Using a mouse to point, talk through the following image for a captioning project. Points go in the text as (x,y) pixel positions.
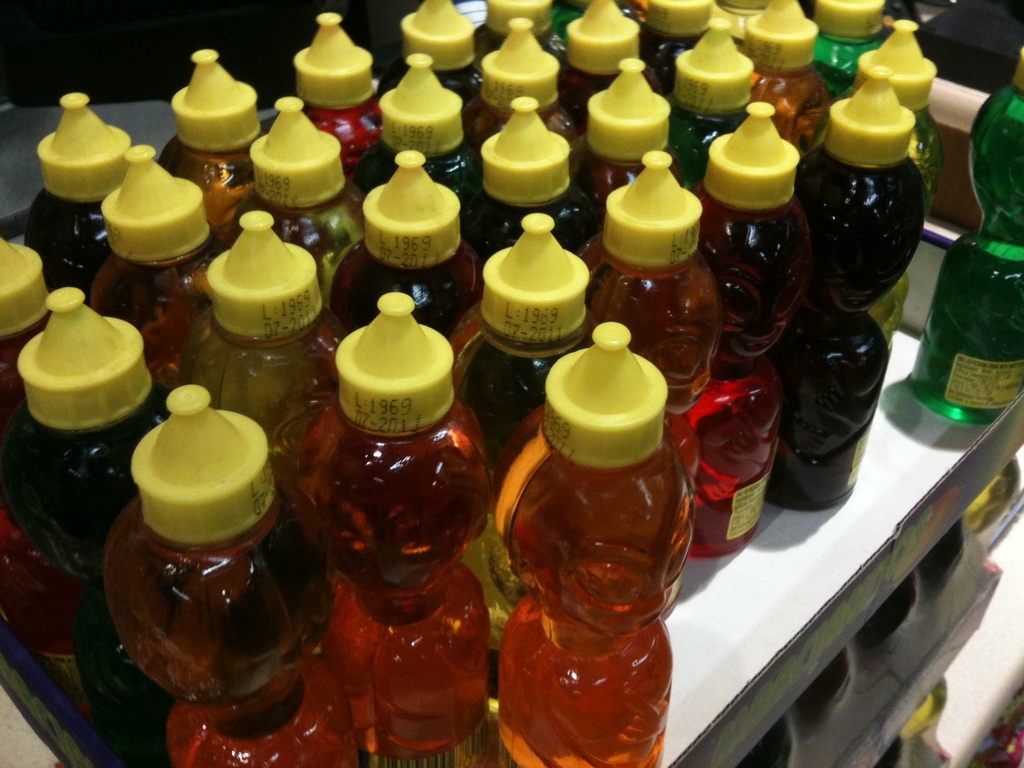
Here we can see a bunch of cool drink bottles (664,447) which are kept on a table (856,524).
